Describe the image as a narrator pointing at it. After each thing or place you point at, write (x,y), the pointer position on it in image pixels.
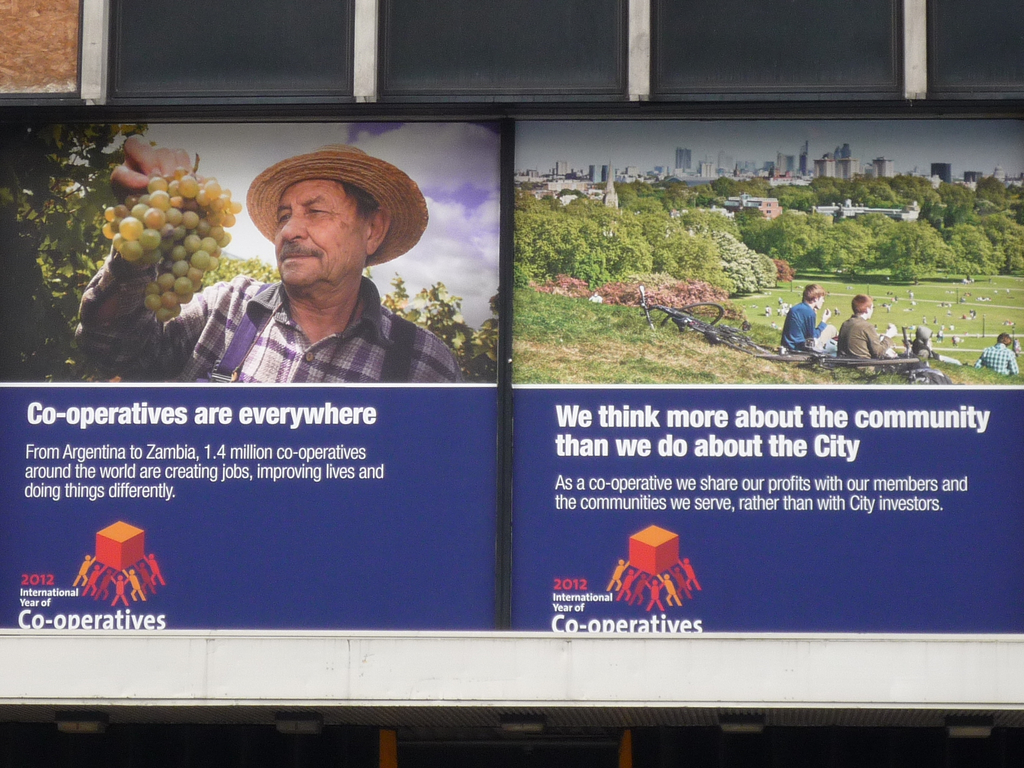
In this image I can see a text (336,424), logo (134,530), a person (332,303) is holding a bunch of grapes (178,219), vehicles (709,334), a crowd (848,325) on grass (947,315), trees (889,230), buildings (915,216) and the sky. This image looks like an edited photo.
